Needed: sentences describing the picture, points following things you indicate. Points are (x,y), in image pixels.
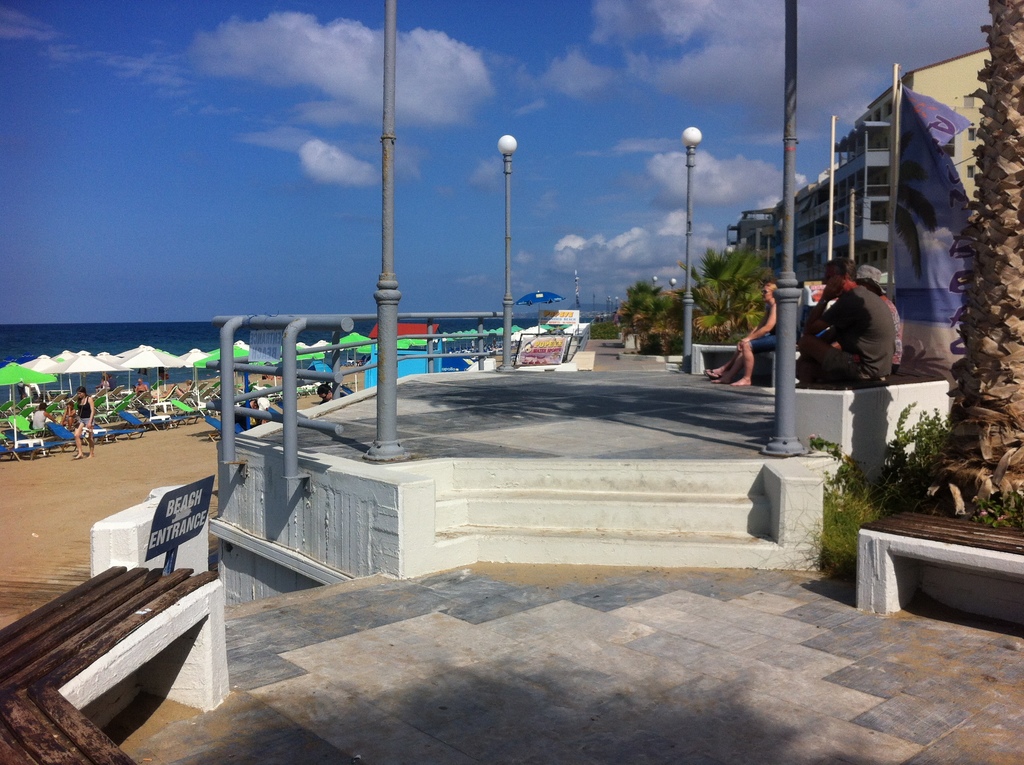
In this picture I can see clouds (357,93) in the sky (442,161) I can see the tents (91,370) and deck chairs (109,407) side of a beach (152,403). I can see little people (835,374) sitting on a wall (858,404) on the right side (872,341). I can see buildings (840,250) on a right side (869,241).
